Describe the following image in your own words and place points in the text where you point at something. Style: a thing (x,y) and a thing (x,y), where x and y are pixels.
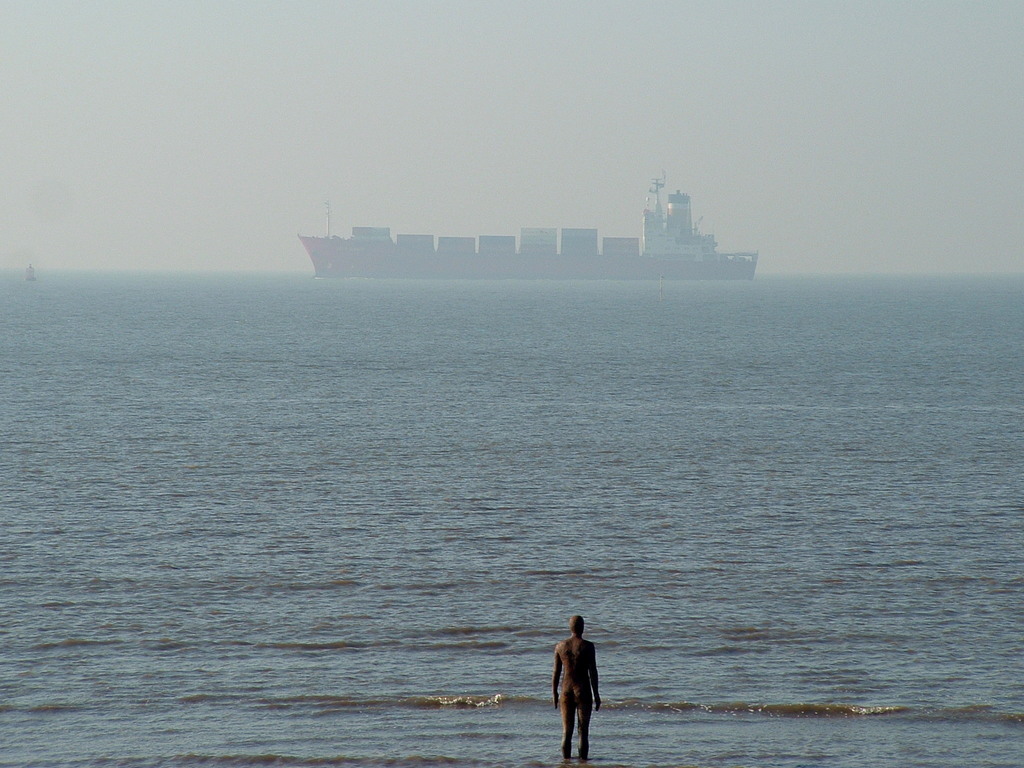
In this image I can see water (456,492) in the centre (632,428) and in the front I can see one person (576,643) is standing. I can also see a ship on the water (786,326).
